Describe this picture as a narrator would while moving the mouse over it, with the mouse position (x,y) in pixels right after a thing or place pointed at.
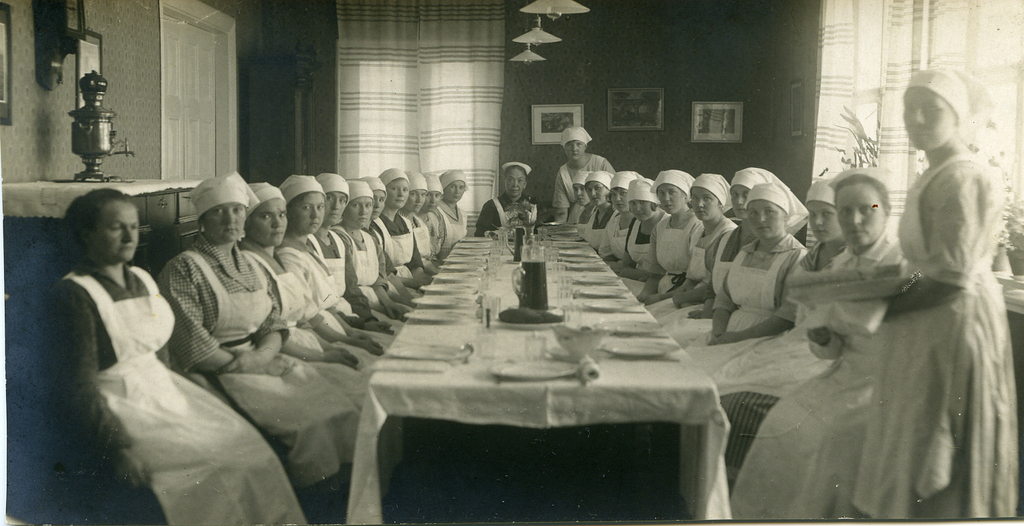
In this picture we can see a group of women (288,353) sitting in front of a dining table (446,319) and we can see a number of plates (455,288) on a dining table (594,275) and glasses (562,279), on the right side (926,253) a woman (932,225) is standing and holding something, in a background (427,127) we can see some curtains (452,132) and one wall (588,55) and also we can see three portraits (660,112) here, on the right side of the image (896,107) we can see some plants (1005,223) and curtain (964,37), on the left side (157,212) we can see a cupboard type thing (171,207).
